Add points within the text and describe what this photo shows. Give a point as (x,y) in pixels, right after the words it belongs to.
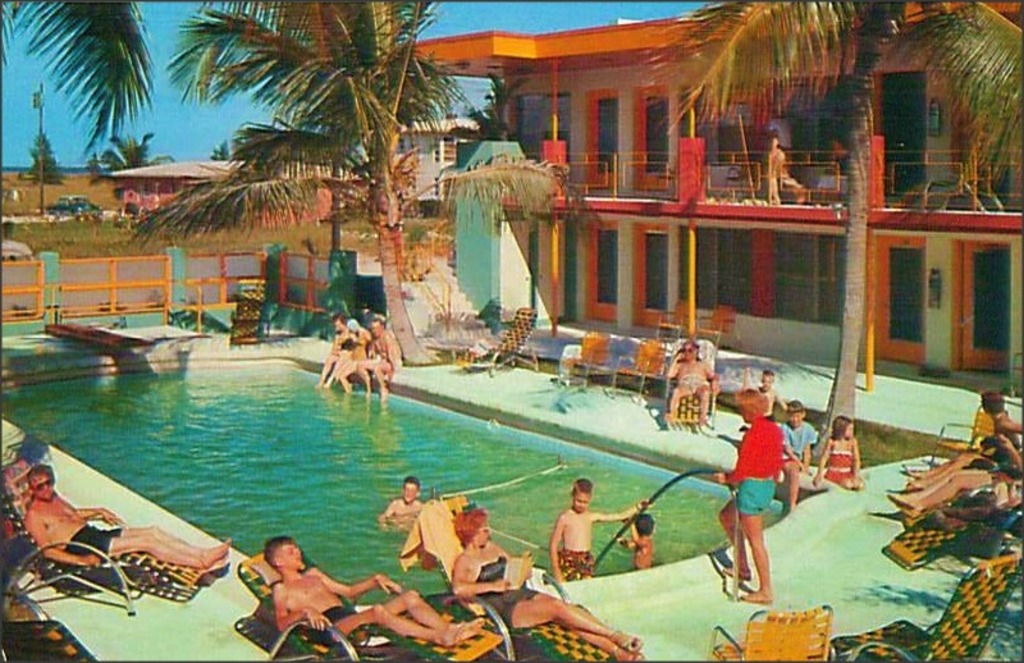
In the center of the image (454,416) there is a swimming pool (269,479). There are people (298,554) sitting on chairs (11,515). In the background of the image (520,259) there are buildings (530,76), trees (998,125). there are cars (67,200).
